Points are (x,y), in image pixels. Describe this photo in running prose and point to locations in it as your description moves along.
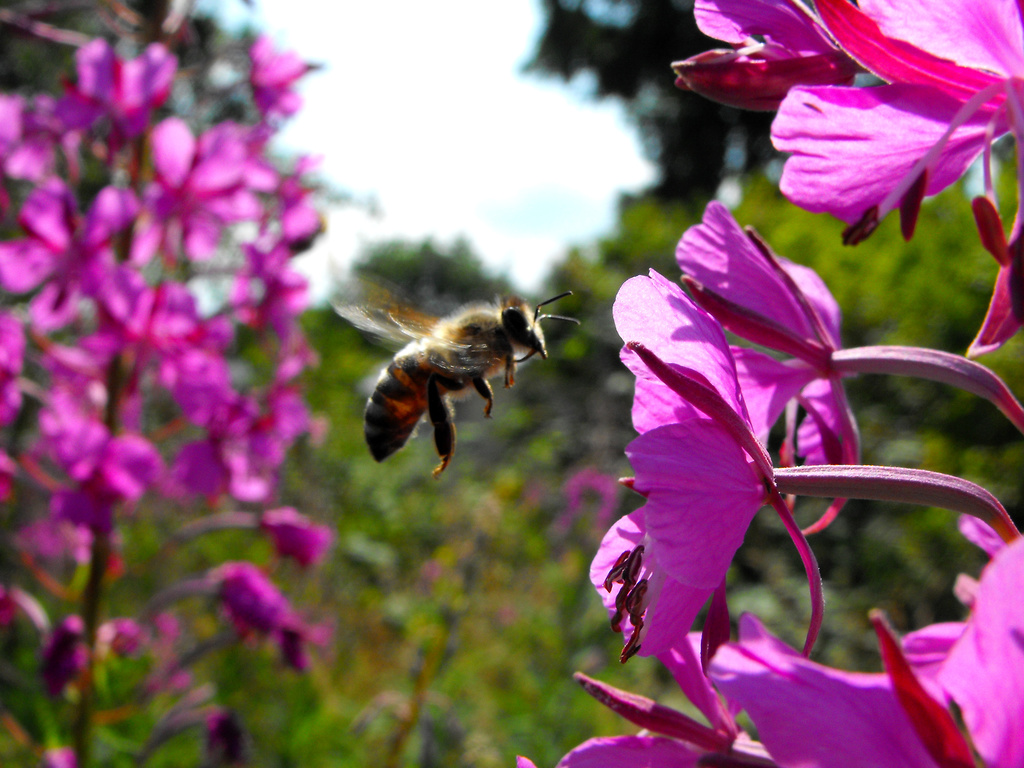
In the picture we can see pink colorful flowers (238,748) of the plant (648,755) on either side and in the middle of it, we can see a bee (449,359) flying and behind it we can see plants (356,338) and above it we can see a sky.
